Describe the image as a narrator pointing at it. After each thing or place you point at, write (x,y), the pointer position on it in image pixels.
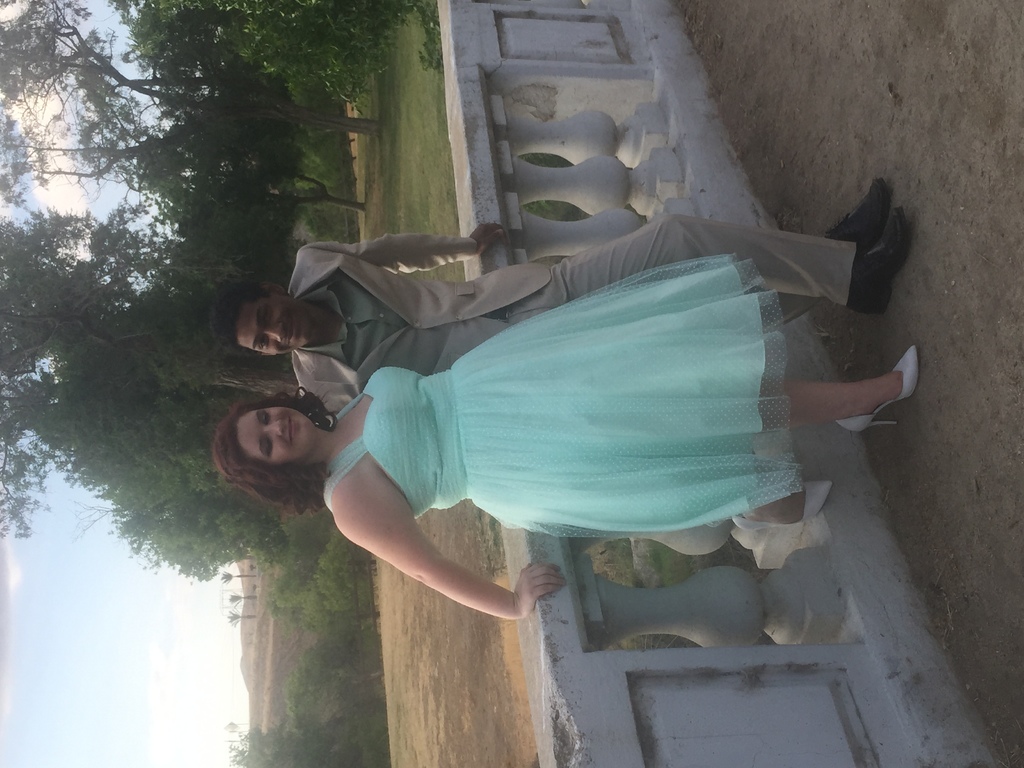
In the image there are two people (447,403) and behind them there is a ground (379,175) and there are few trees (289,224) in that ground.
